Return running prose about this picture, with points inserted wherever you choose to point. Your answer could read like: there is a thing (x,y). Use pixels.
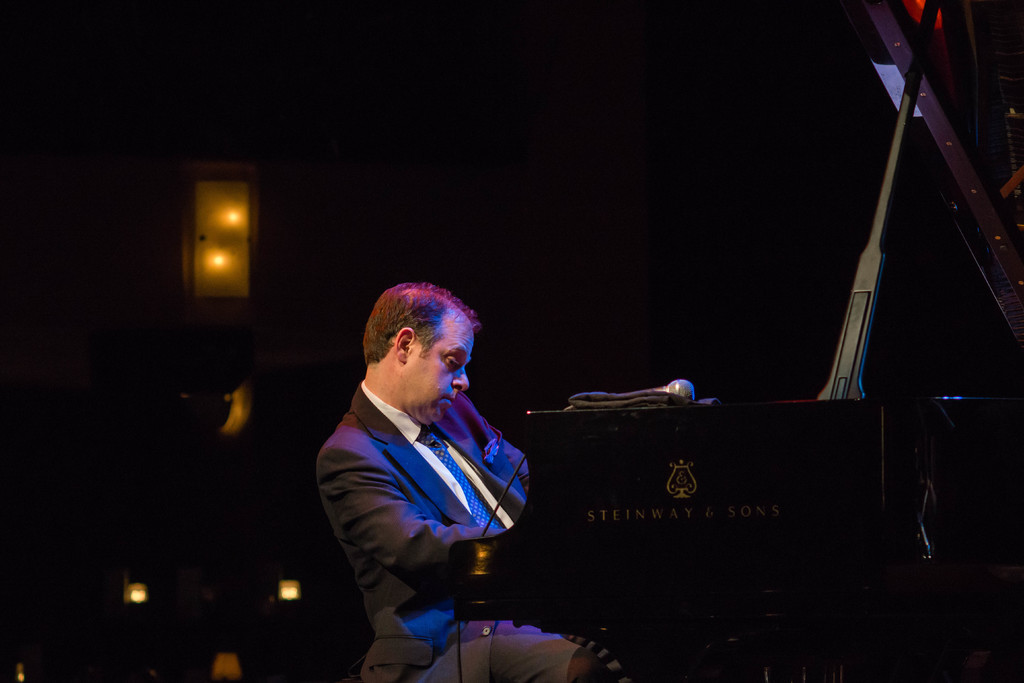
In this picture we can see a man (492,473) is sitting in front of a piano (687,497), on the left side (227,245) there are lights (212,202), we can see a dark background (780,90), it looks like a microphone (679,396) on the piano (650,431).
